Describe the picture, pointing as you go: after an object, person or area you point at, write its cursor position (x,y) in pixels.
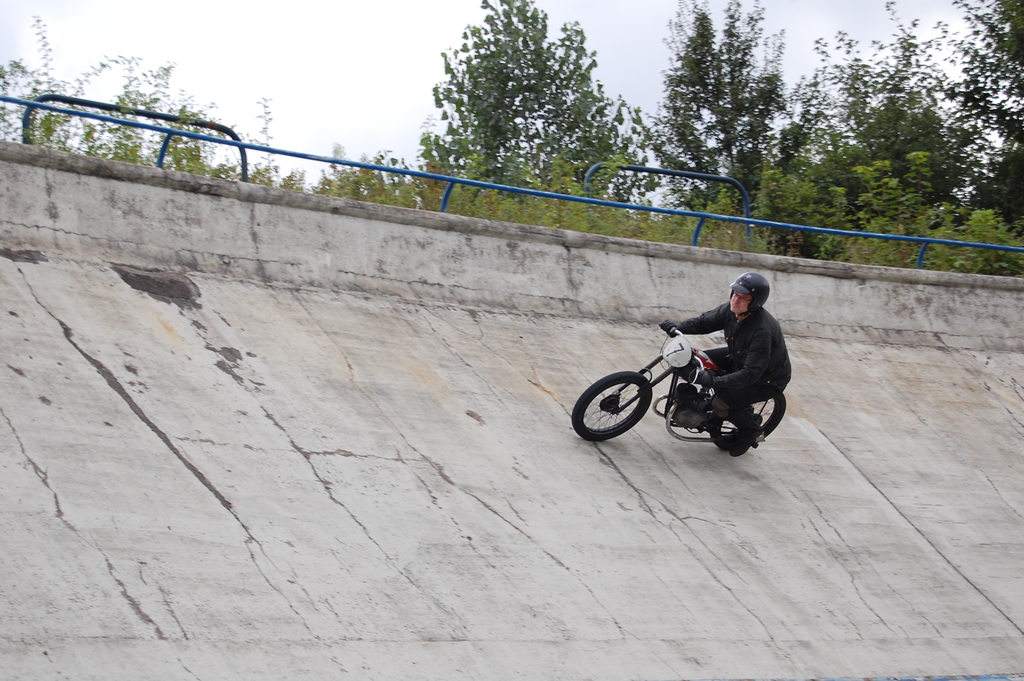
In this picture there is a man (742,369) wearing helmet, jacket (734,331), gloves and shoe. He is riding a bike (700,400). In the center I can see the fencing (814,230) and blue color pipe (839,232). Beside that I can see the plants (730,229) and trees (804,163). At the top (413,35) I can see the sky (385,18) and clouds (324,50).
